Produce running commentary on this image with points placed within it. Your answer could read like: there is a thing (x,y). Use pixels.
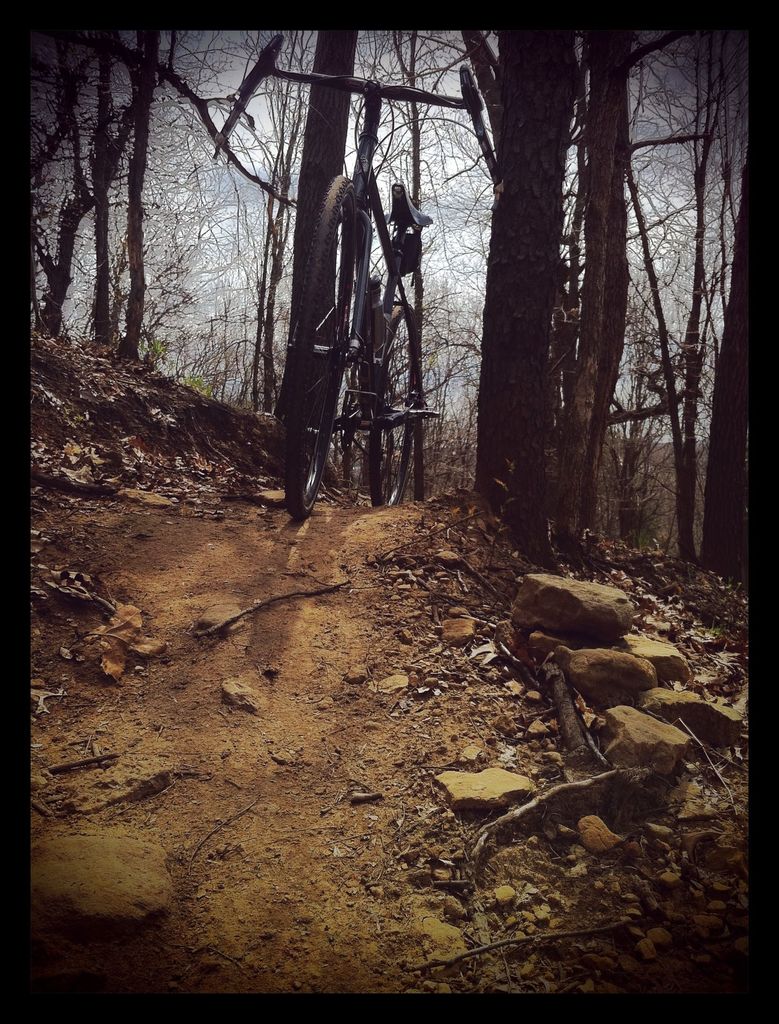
In this image we can see there is a bicycle (331,381) on the path (232,636) and there are some wooden sticks (273,599) and rocks (548,630) on the surface (497,851). In the background (544,360) there are trees (525,342).
